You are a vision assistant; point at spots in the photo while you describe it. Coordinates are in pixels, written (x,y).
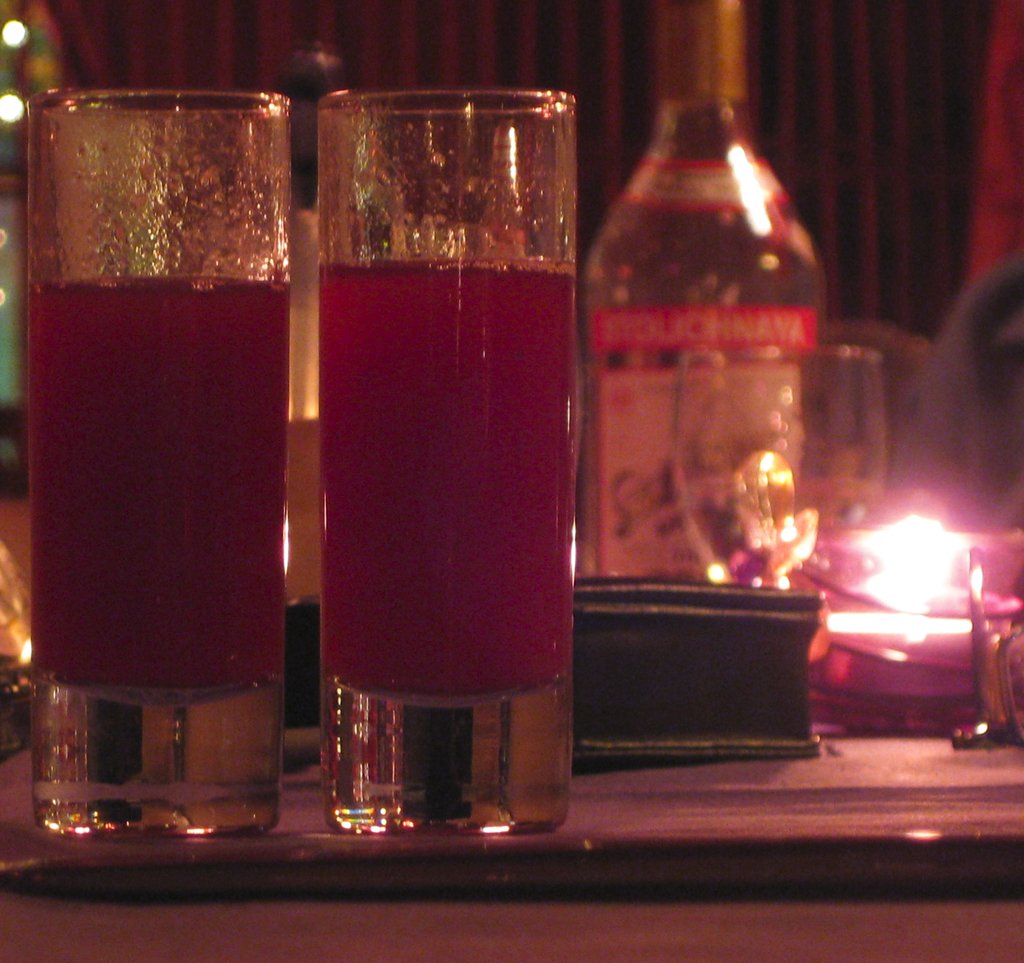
In this picture there are two glasses (125,175) which contains juice (114,280) in it and there is a bottle (710,29) at the right side of the image (685,30) which are placed on the table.
